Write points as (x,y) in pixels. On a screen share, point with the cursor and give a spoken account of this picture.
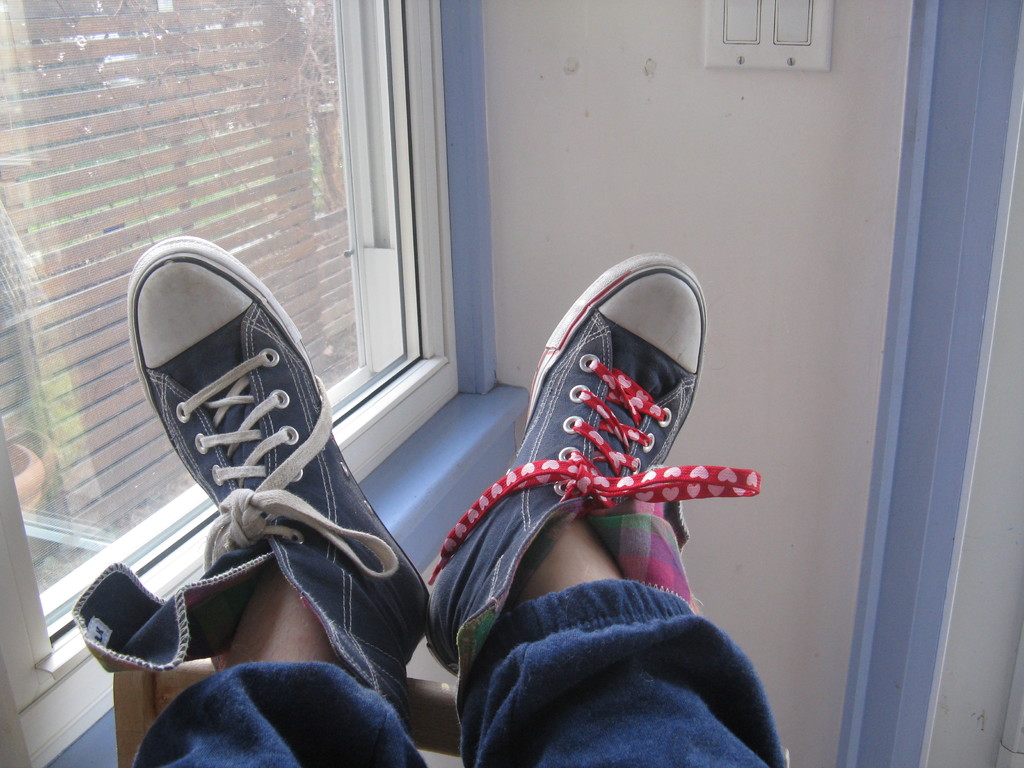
In the picture I can see a person's legs (637,665) wearing pant (252,725) and shoes (392,586). In the background (823,66), I can see switches (801,29) fixed to the wall (751,86) and I can see glass windows (67,458) through which I can see flower pots (28,500) and grass (232,208).
